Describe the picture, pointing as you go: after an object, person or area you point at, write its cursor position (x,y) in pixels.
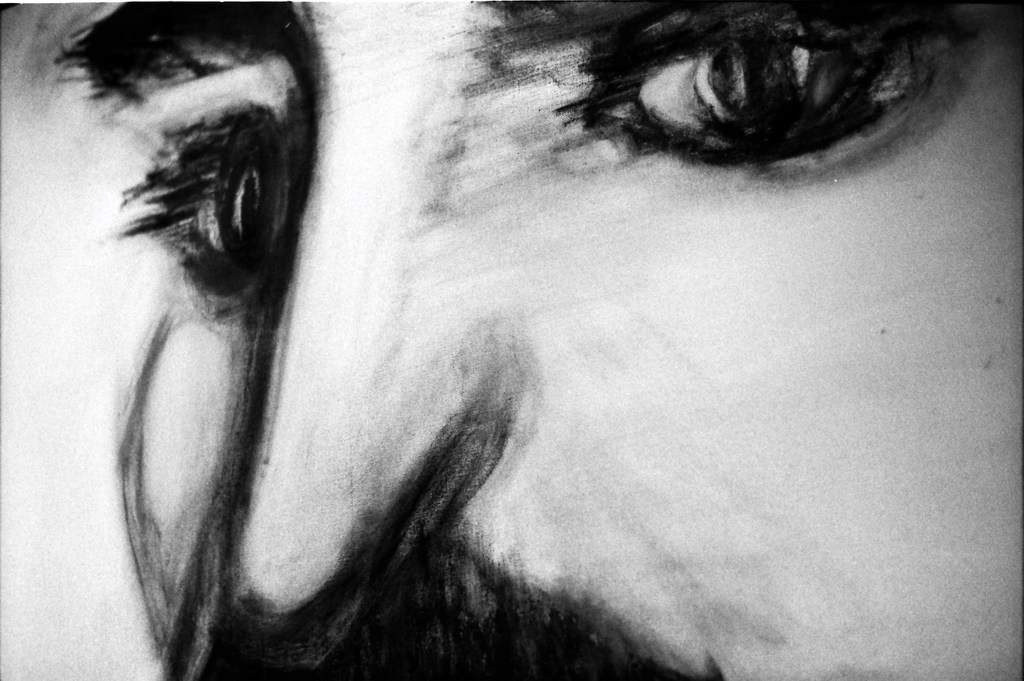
In this picture we can see drawing (835,367) of a person face (315,162).
